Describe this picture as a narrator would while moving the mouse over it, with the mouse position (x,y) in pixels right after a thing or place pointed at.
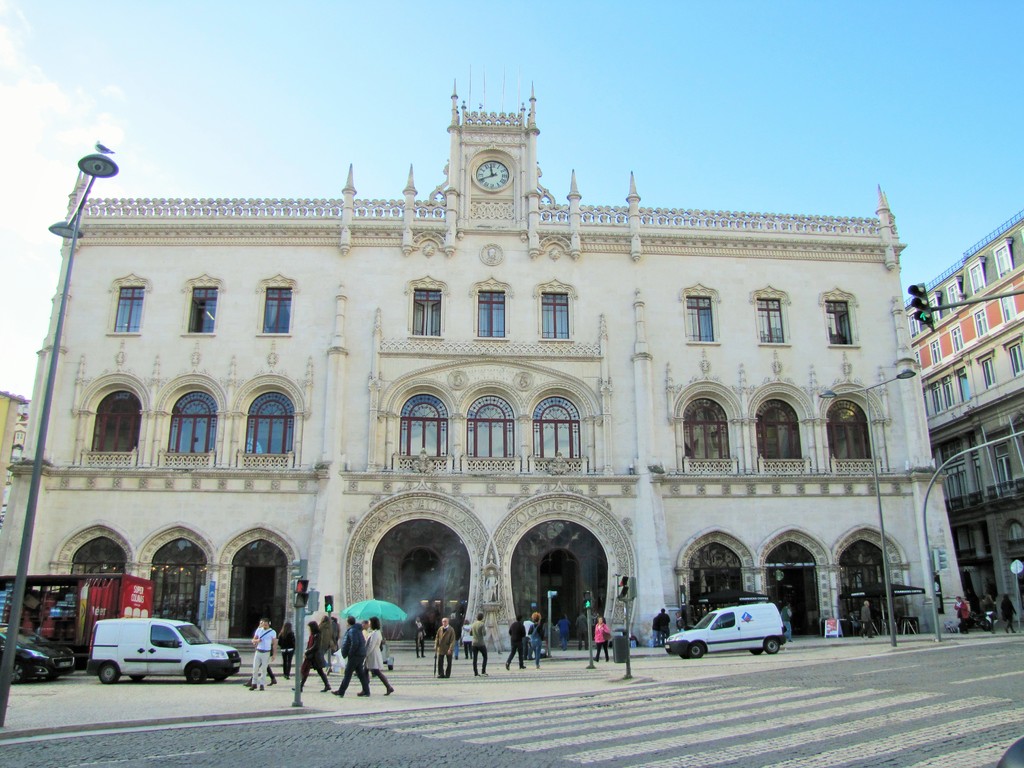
In this image there are group of people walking on the street (772,749), there are signal lights (300,571) and lights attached to the poles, buildings (989,475), vehicles (731,643), and in the background (804,34) there is sky (603,126).
